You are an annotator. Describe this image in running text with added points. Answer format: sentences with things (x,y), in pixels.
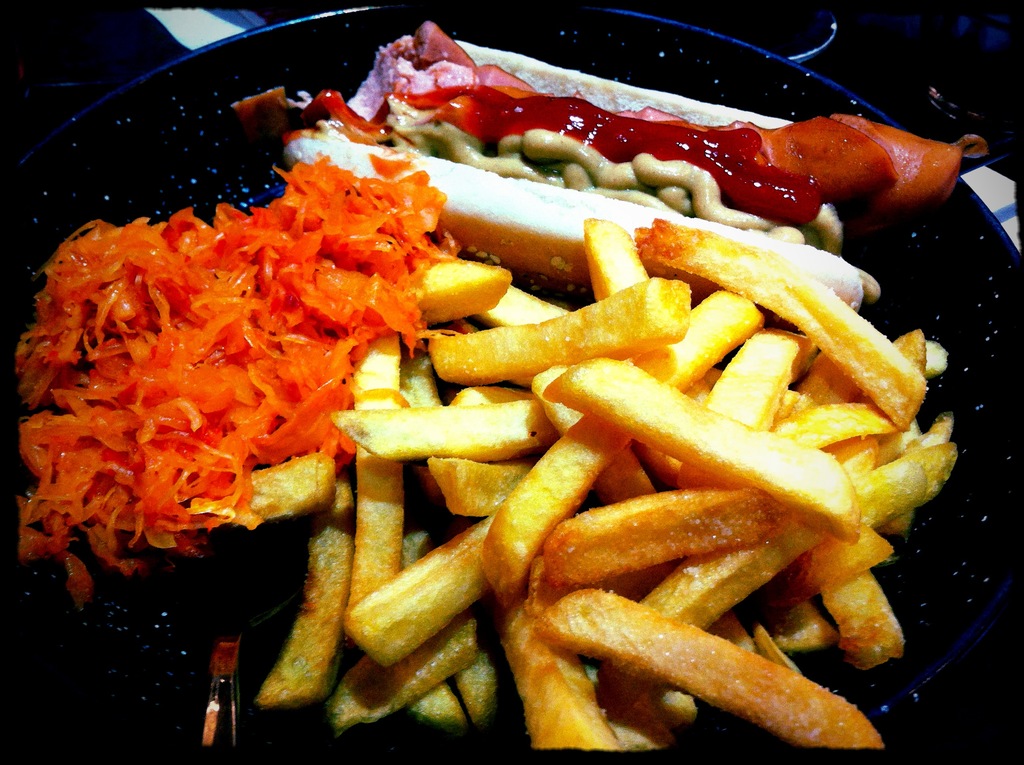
In this image we can see food items (365,309) on the plate (177,623). In the bottom left (226,645) we can see a spoon (226,645) on the plate (148,679).
